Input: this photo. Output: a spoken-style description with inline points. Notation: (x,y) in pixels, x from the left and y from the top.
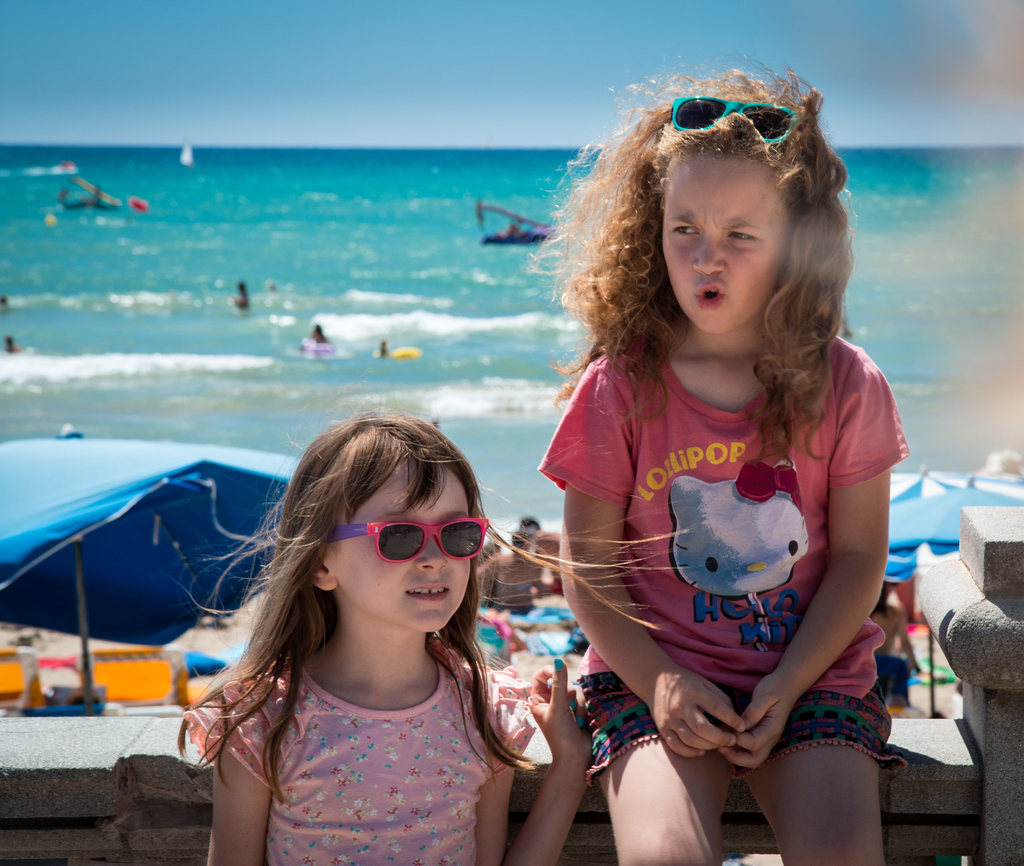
As we can see in the image there are few people (693,682) here and there, water (505,454), tent (50,530) and sky (487,86).
